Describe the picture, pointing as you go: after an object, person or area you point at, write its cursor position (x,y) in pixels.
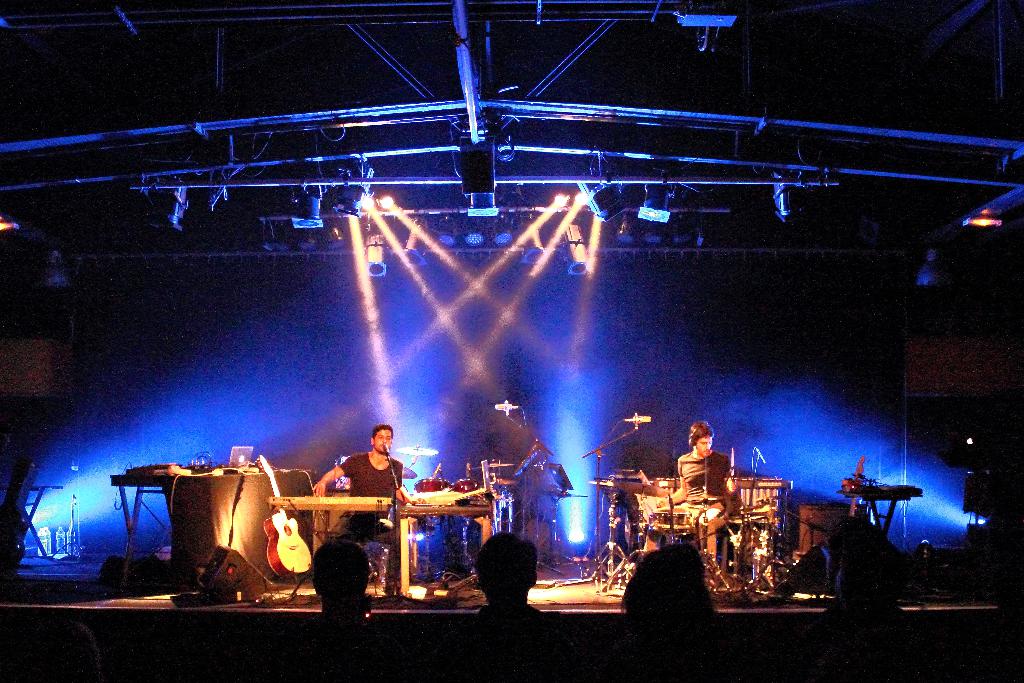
This picture is of inside. In the foreground (399,620) there are group of persons (484,623) standing and in the center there is a man (707,463) sitting on the chair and playing musical instrument (697,498). On the left (339,472) there is a man (365,479) wearing black color t-shirt (373,477), playing musical instruments (320,499) and seems to be singing. There are microphone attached to the stand (538,520). There is a table (240,500) on the top of which some items (242,455) are placed and there is a guitar (288,559) placed on the floor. In the background (355,220) we can see the focusing lights (609,196), some rods (809,128) and a curtain (817,361).
